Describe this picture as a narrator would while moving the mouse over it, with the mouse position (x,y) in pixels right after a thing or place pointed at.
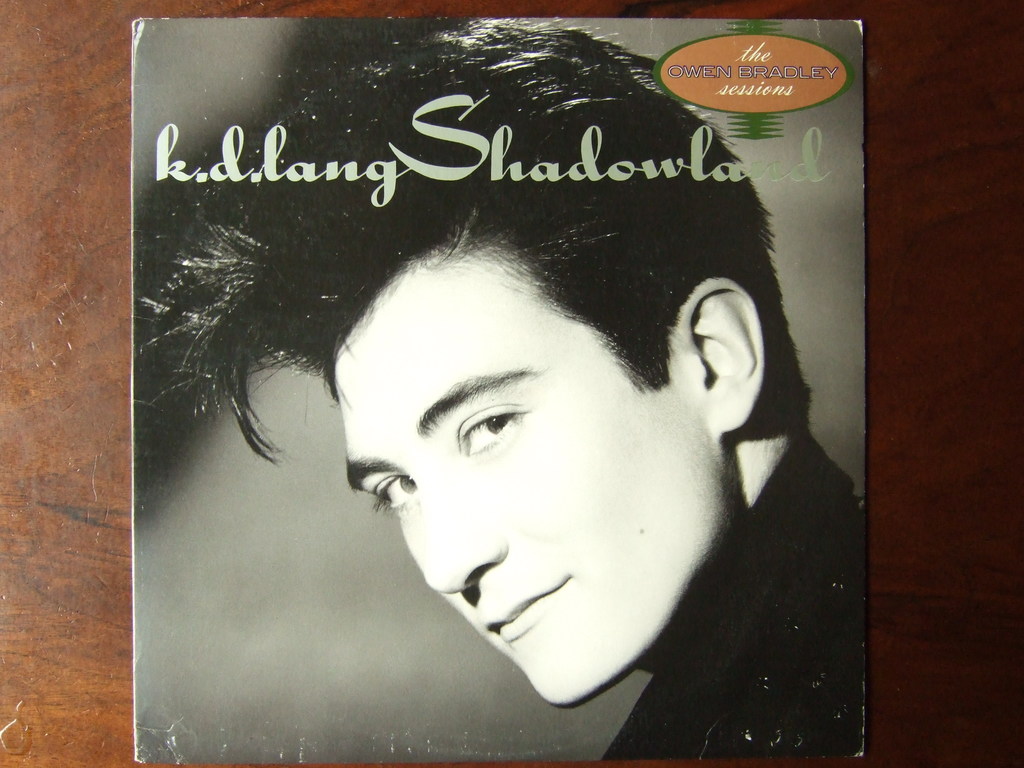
In the picture I can see a photo (635,473) of a person (578,423) and something written on the object (500,176). The photo (500,248) is black and white in color.
